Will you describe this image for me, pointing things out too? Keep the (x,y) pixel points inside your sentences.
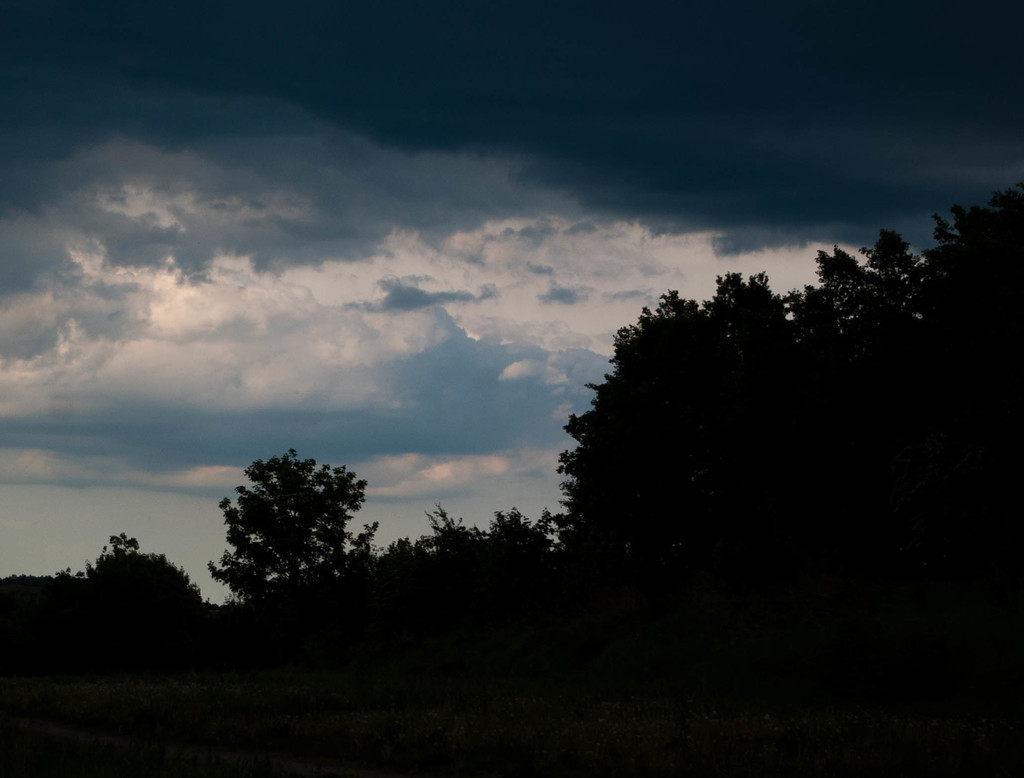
In this image, I can see the clouds (413,388) in the sky (457,252). There are the trees (524,529) with branches (295,584) and leaves (481,639).
